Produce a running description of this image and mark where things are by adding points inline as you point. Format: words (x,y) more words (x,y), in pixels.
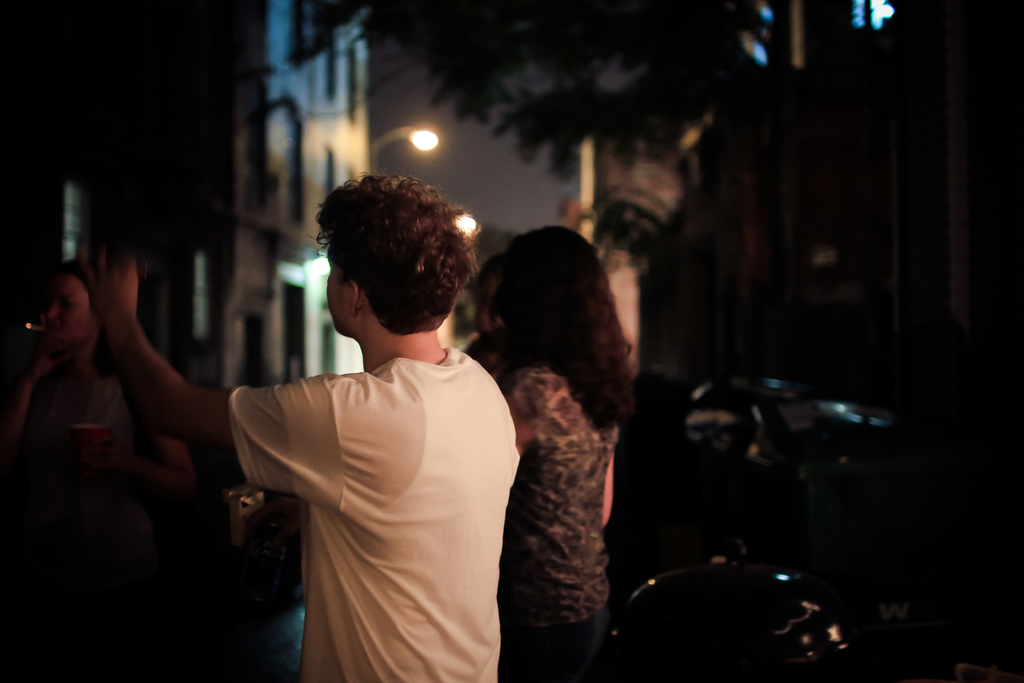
In this image we can see four people (365,462) are standing on the road (248,647). On the right side of the image (741,576), we can see a dustbin (787,469) and an object (767,629). In the background (766,259), we can see buildings (293,238), lights (463,234), trees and the sky (463,198). We can see a woman (58,340) is smoking on the left side of the image (36,408). She is holding a cup (94,442) in her hand (118,450). We can see a man (357,546) holding a can (268,567) in his hand (280,507) in the foreground of the image (259,547).
